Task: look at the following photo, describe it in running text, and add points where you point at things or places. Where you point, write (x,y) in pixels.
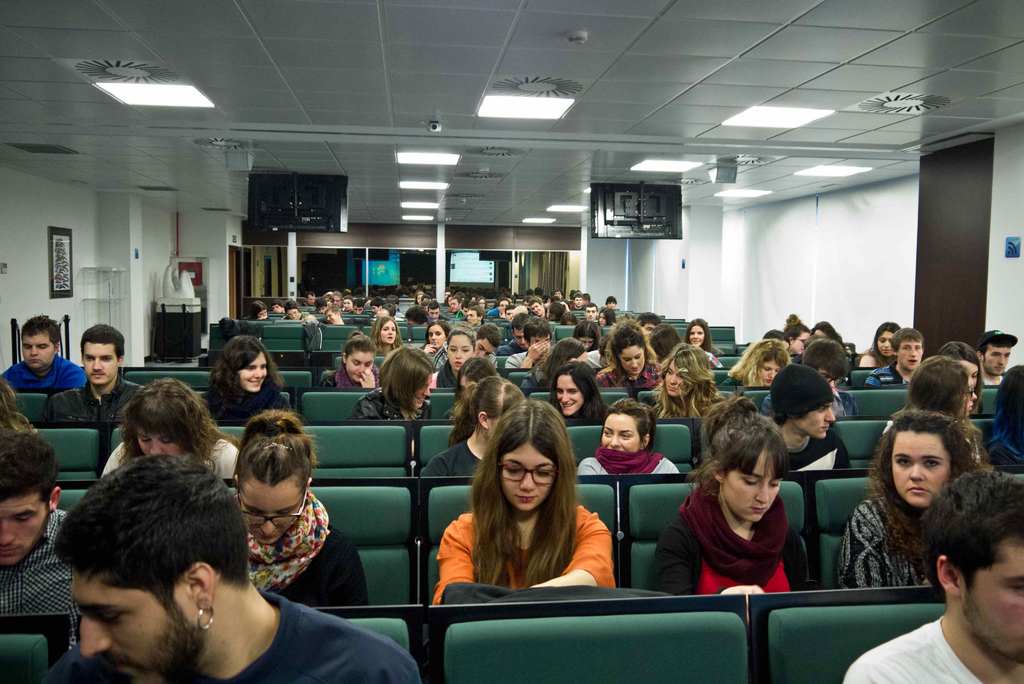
In this picture we can see a group of people (244,392) sitting on chairs (584,637). On the left side of the people (186,425) there are some objects (91,276) and there is a photo frame (50,269) on the wall (72,345). At the top (604,212) there are television (295,196) and ceiling lights (687,160). Behind the people (395,340), those are looking like glasses (430,265) and on the glasses (343,279) we can see the reflections (389,272) of television screens (475,267).
